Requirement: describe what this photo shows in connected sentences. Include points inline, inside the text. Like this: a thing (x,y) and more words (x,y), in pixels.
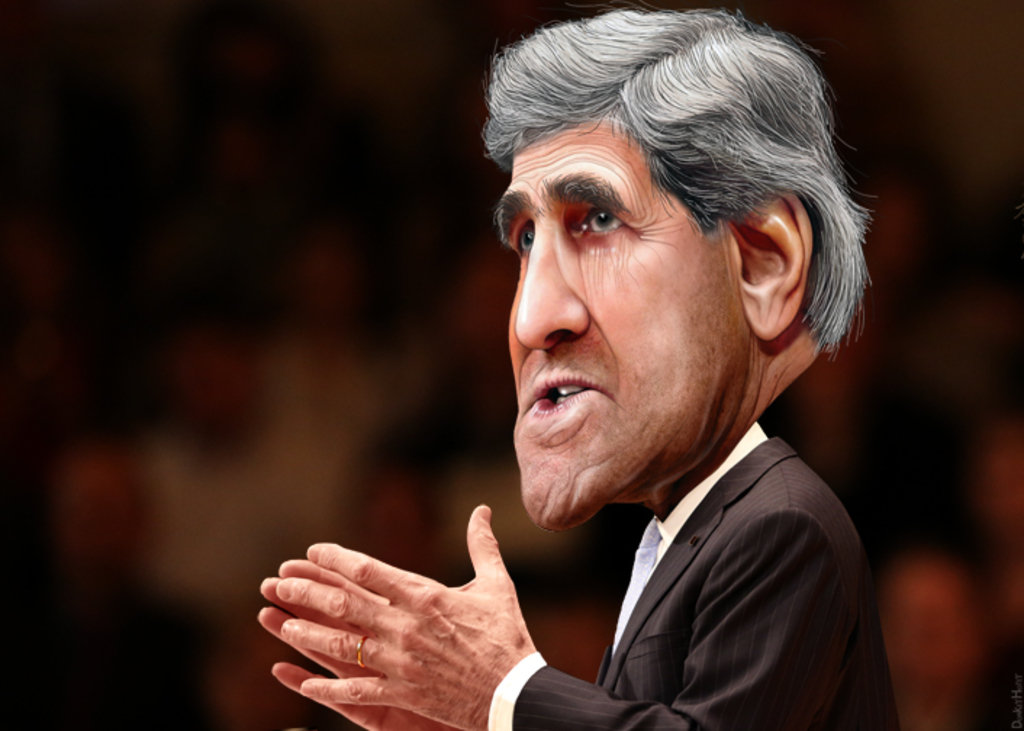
This image is an edited image. In this image there is a man (647,626). In this image the background (185,289) is dark.
